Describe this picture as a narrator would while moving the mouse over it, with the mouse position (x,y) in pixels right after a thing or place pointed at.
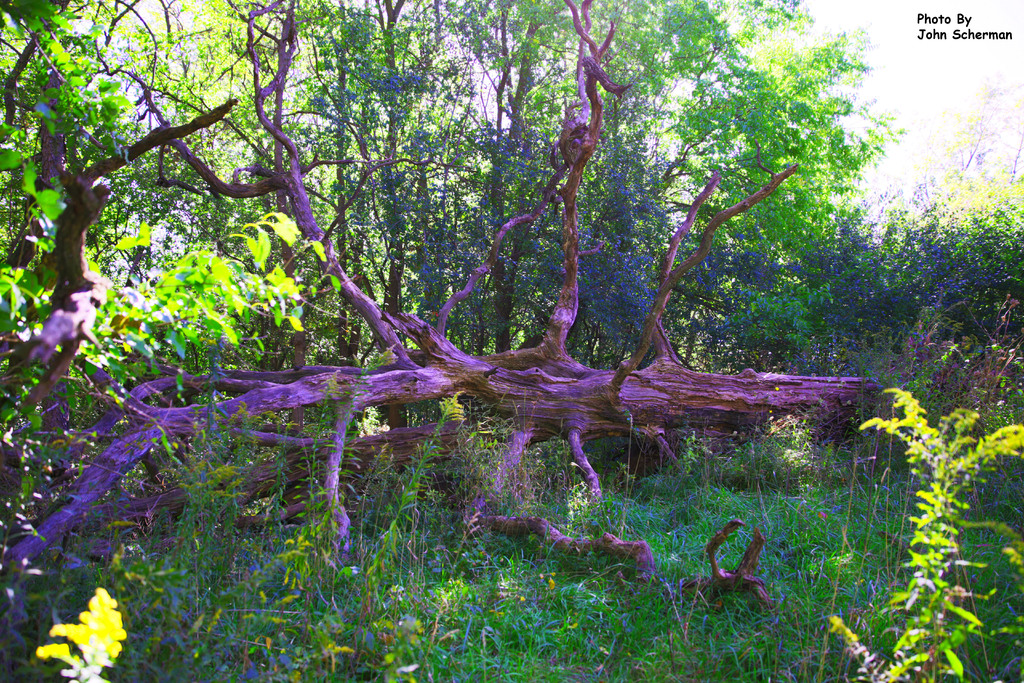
In the picture we can see grass plants (286,674), plants (880,673) and some tree branch (532,389) on it with a blue color light (562,387) focus on it and behind it we can see plants (244,334), trees (606,187) and sky (887,106).
